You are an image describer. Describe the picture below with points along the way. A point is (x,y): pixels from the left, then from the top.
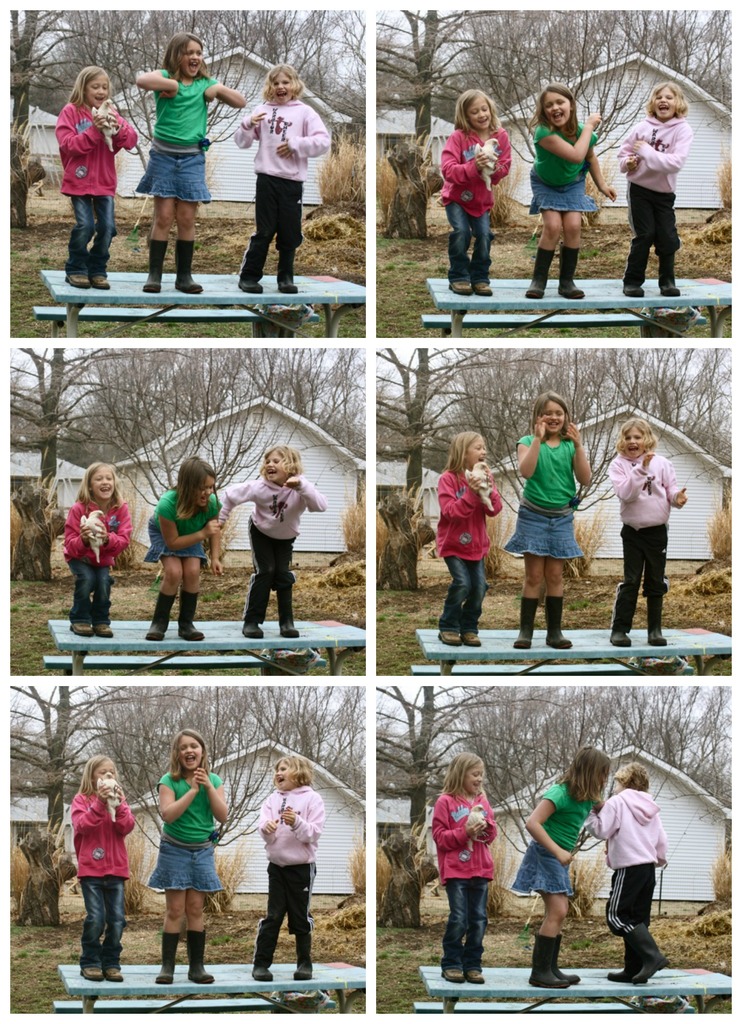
In the image we can see there are six photographs (554,827), In each photo (200,256) there are three children (451,249) standing on a bench (475,989) and wearing clothes (639,223). These are the same photos (486,489) with different actions, this is a house (687,482), white in color, dry grass (677,919) and tree branches (438,718). The left corner girl (475,860) is holding a pet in her hand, they are also wearing shoes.
